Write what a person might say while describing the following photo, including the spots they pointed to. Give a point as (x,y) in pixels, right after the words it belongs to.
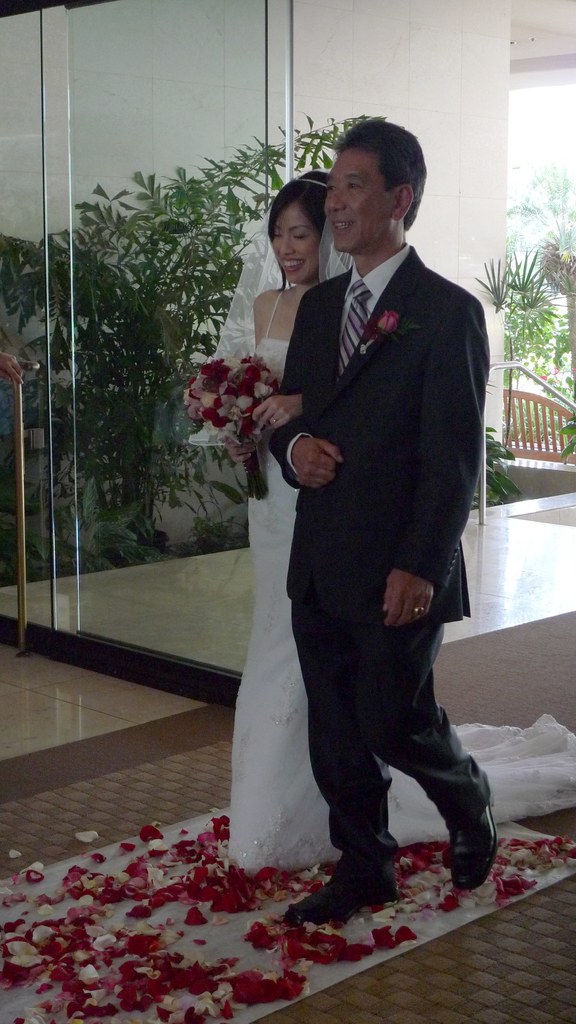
In this image there is a couple (290,408) who are walking on the carpet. On the carpet (135,842) there are flowers (175,891). In the background (135,214) there is a glass door (135,226) through which we can see there is a plant (139,305). The woman (270,313) looks like a bride (270,323) who is carrying the flowers (221,394).
